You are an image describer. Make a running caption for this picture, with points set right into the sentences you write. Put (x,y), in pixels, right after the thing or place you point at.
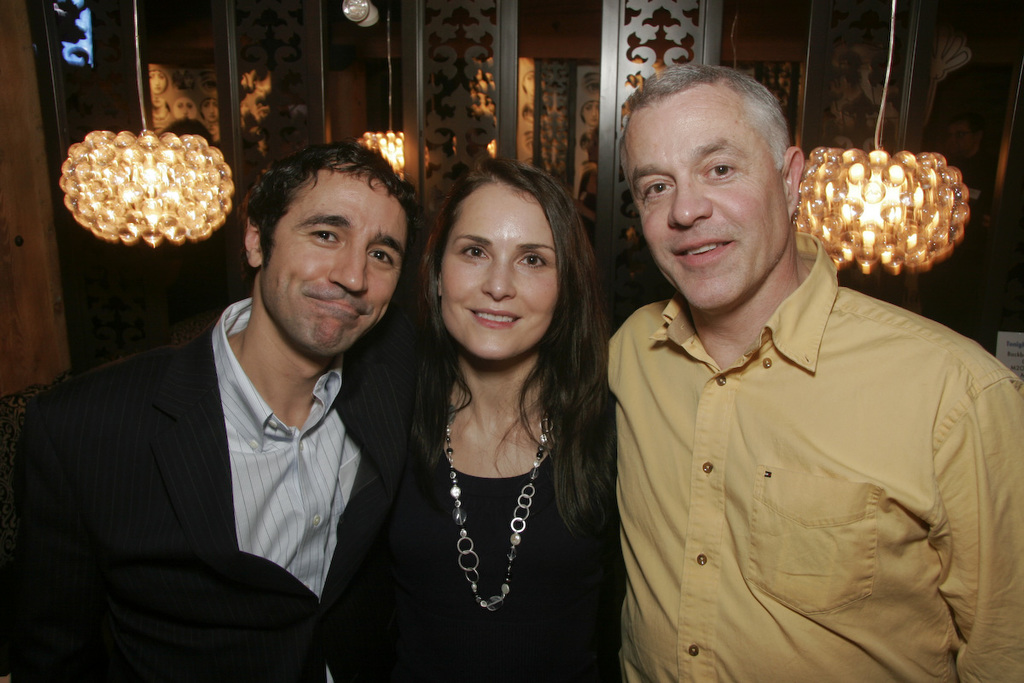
In this image there are three people (535,382) standing with a smile on their face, In the background (56,201) there is a wall (455,56) and few lamps (845,184) are hanging.
